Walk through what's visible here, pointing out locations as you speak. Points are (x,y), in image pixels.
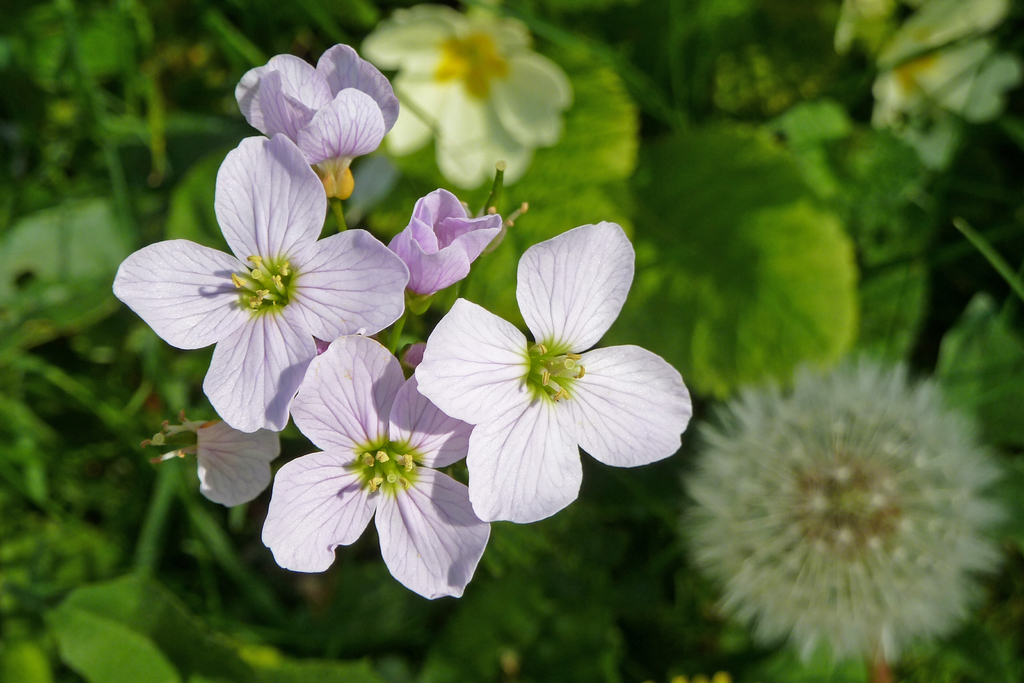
In the middle of the image (624,407), there are flowers (328,101) of the plants (604,97) which are having green color leaves (246,47). And the background (92,10) is blurred.
